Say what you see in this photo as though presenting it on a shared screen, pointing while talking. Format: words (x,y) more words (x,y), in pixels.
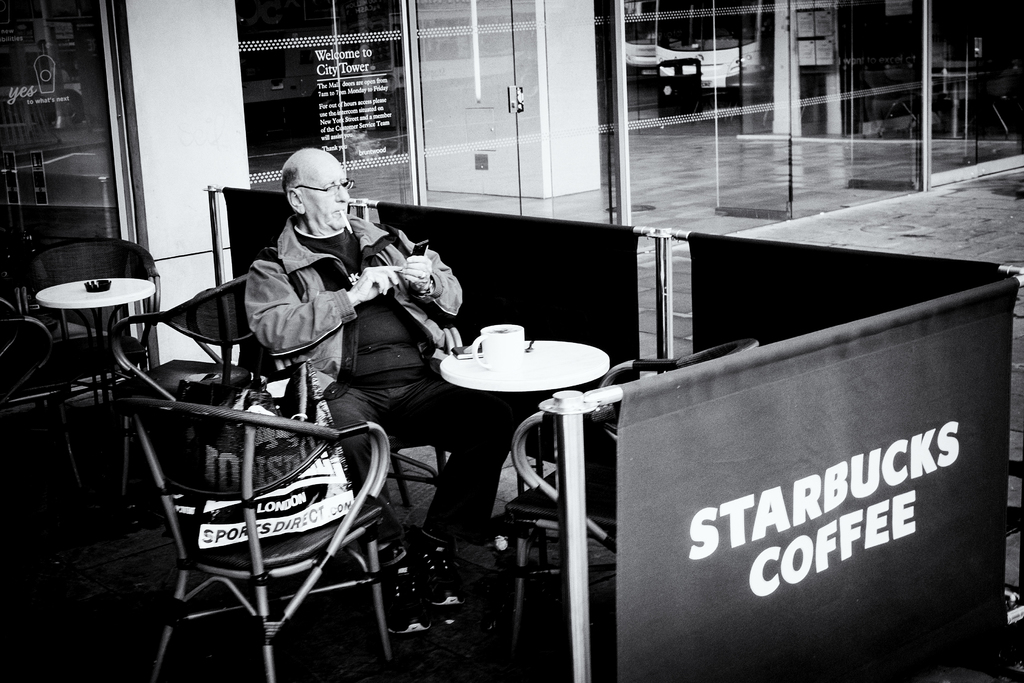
It looks like a black and white picture. We can see a man (376,352) is sitting on a chair (400,447) and holding a mobile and in front of the man (296,301) there is a table (494,381) and on the table (512,382) there is a cup (498,354). Behind the man (427,253) there are chairs (202,320), table (86,284), wall (165,306), glass door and other items (490,238).
